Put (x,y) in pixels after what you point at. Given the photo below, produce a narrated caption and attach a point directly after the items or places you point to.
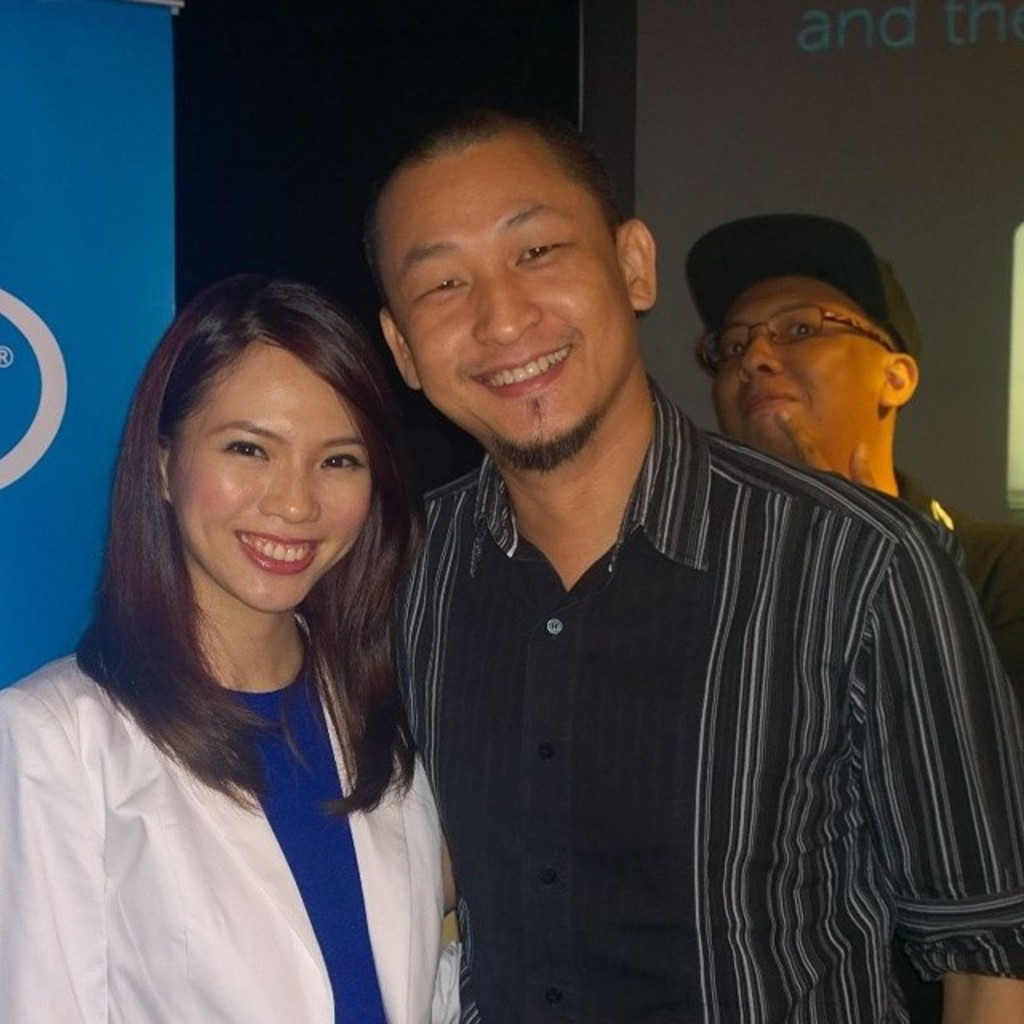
In this picture we can see three people (262,916) standing and smiling where a man (851,350) wore a spectacle (827,333), cap (859,288) and in the background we can see banners (797,164).
